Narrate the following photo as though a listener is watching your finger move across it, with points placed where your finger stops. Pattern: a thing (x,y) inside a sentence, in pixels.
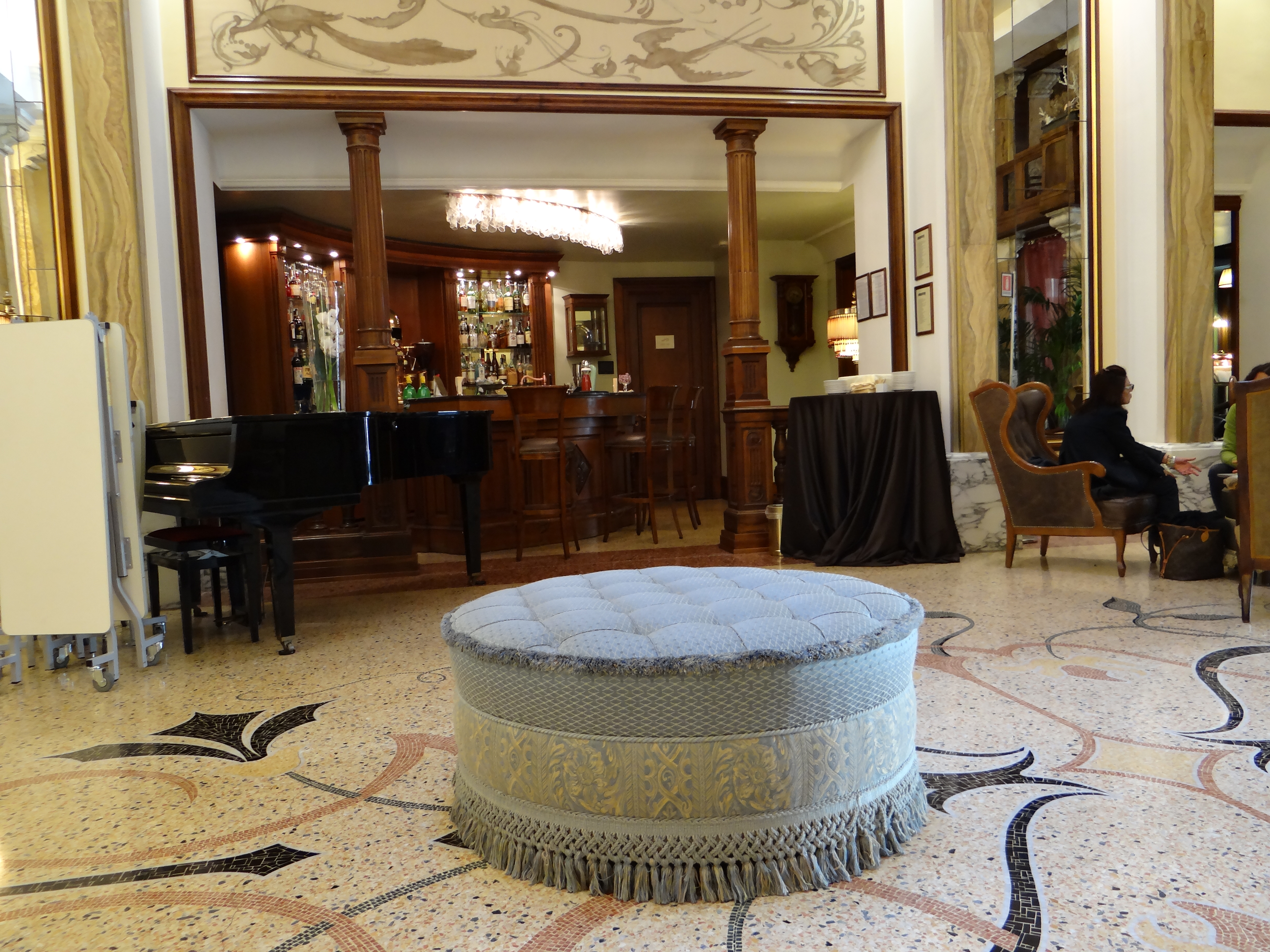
In this image we can see a person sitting on a chair (981,410) and she is on the right side (989,444). Here we can see a piano (214,466) which is on the left side (214,449). In the background (559,401) we can see a wine bottles (474,284) and few chairs (624,437). this is looking like a sofa (887,849) which is in the center (775,610).
